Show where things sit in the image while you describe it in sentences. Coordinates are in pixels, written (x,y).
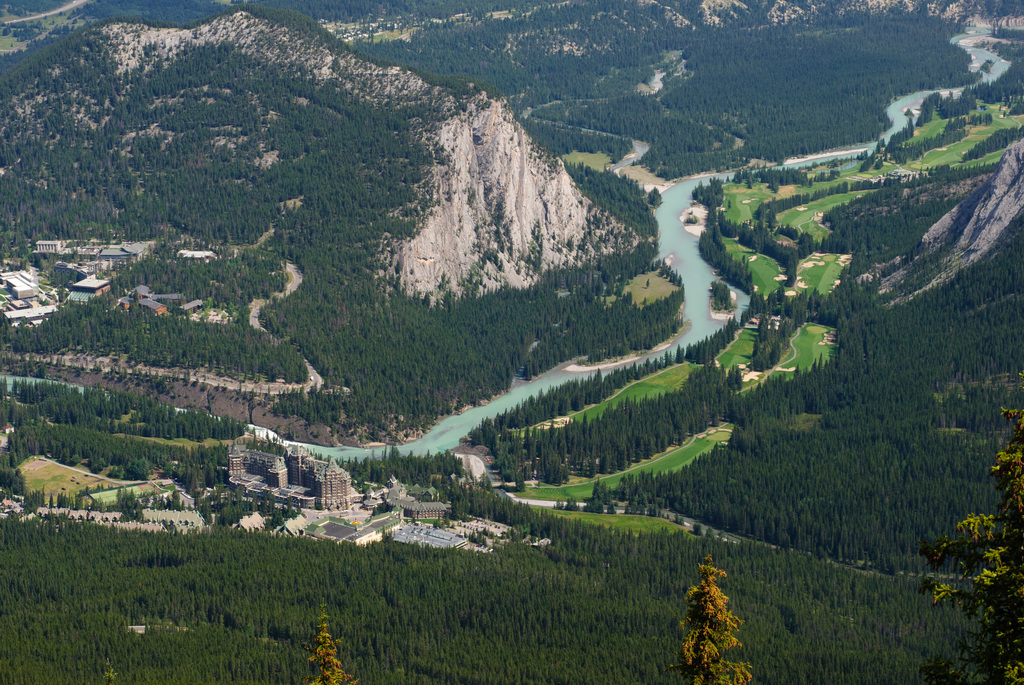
In this image I can see few trees (468,329), mountains (469,159), few buildings (387,511) and the water (527,397).
